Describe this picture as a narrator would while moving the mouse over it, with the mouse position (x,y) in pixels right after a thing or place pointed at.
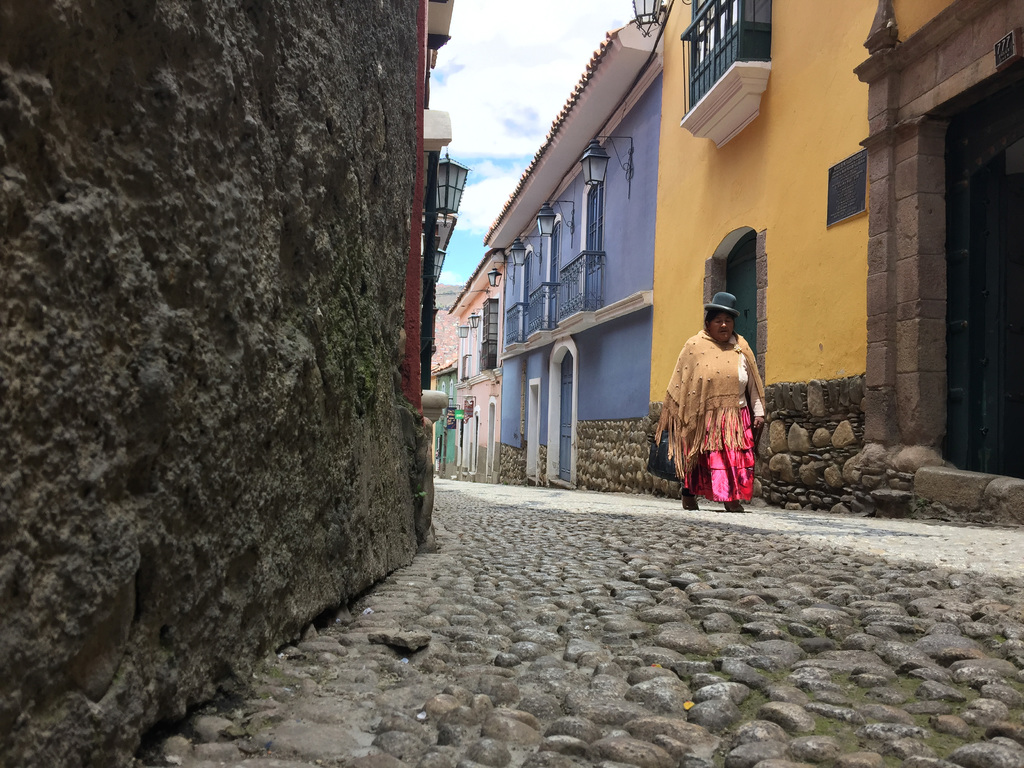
In this image I can see the person (690,442) walking on the road (801,560). The person (726,455) is wearing the brown and pink color dress (713,433) and also the hat (733,311). To the side there are many buildings (548,344) which are in yellow, blue and grey color. In the back (489,163) I can see these clouds (500,76) and the blue sky (459,266).
